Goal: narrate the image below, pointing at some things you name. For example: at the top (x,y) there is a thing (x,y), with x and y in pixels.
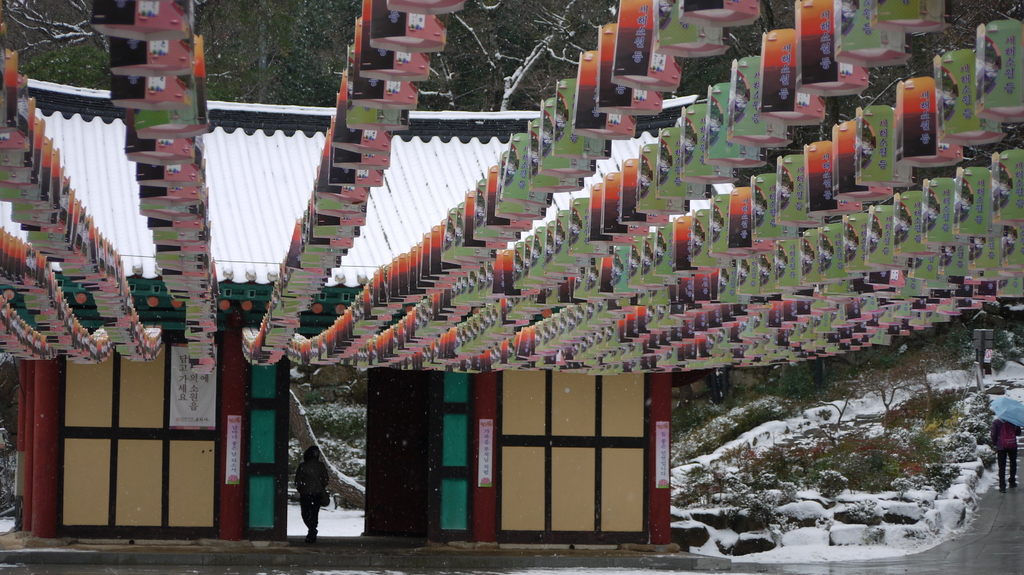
In the center of the image (671,204) we can see a shed (205,432), roof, banners (202,417), door (380,464) and a person (326,489) is standing and wearing a bag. In the background of the image (318,1) we can see the trees (266,8), boards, rocks (767,543), snow (725,511). On the right side of the image (1014,451) we can see a person (1004,474) is walking on the road (1007,497) and holding an umbrella (1002,416) and wearing a bag (1006,437). At the bottom of the image (1008,533) we can see the road (1012,519).
